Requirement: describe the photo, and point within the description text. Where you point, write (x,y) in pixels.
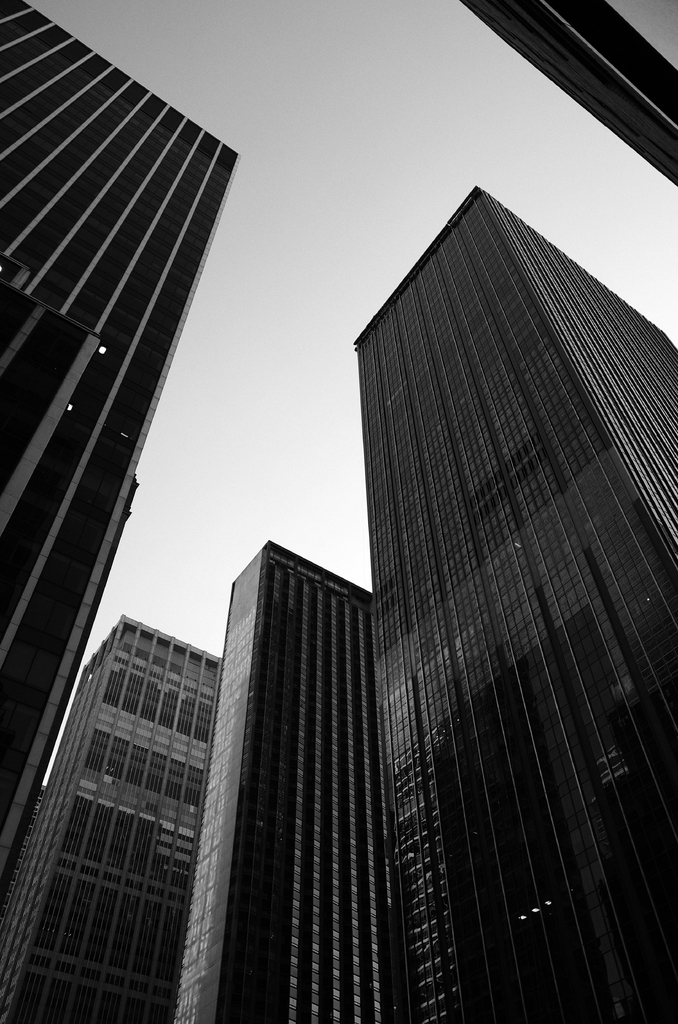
In this black and white image I can see a couple of multistory buildings (493,590). At the top of the image (323,74) I can see the sky (323,79).
